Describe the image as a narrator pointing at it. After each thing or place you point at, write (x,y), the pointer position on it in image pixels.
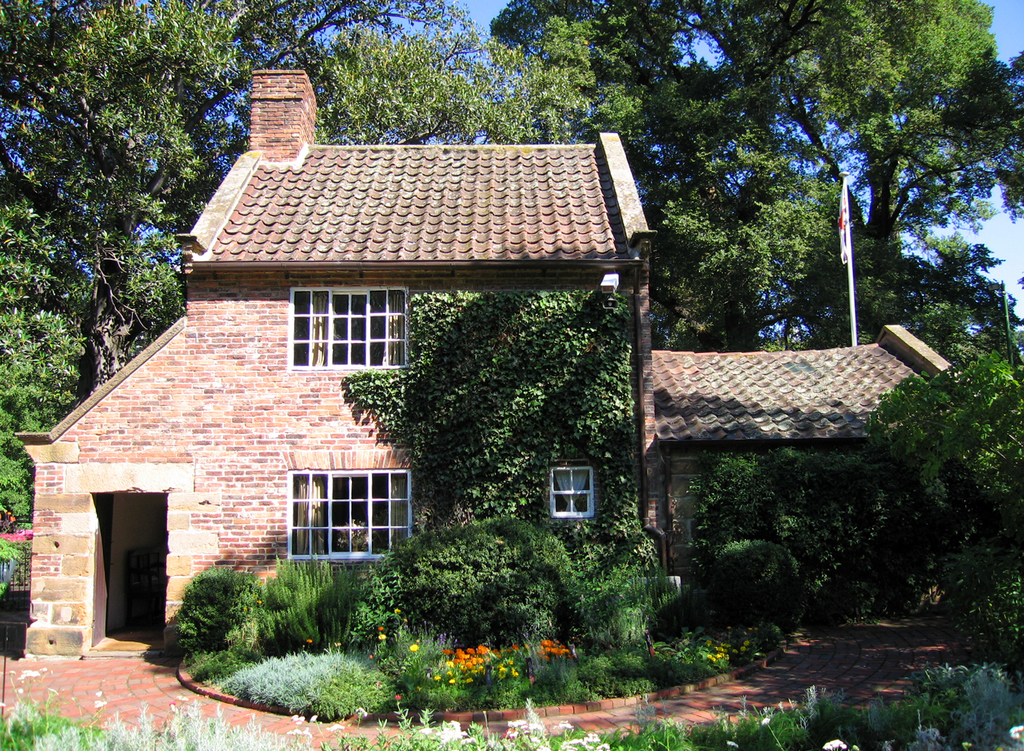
In this image we can see a house (288,146), there are some plants (481,607), trees (771,221), flowers (480,655), windows (392,287), grass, fence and a flag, in the background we can see the sky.
